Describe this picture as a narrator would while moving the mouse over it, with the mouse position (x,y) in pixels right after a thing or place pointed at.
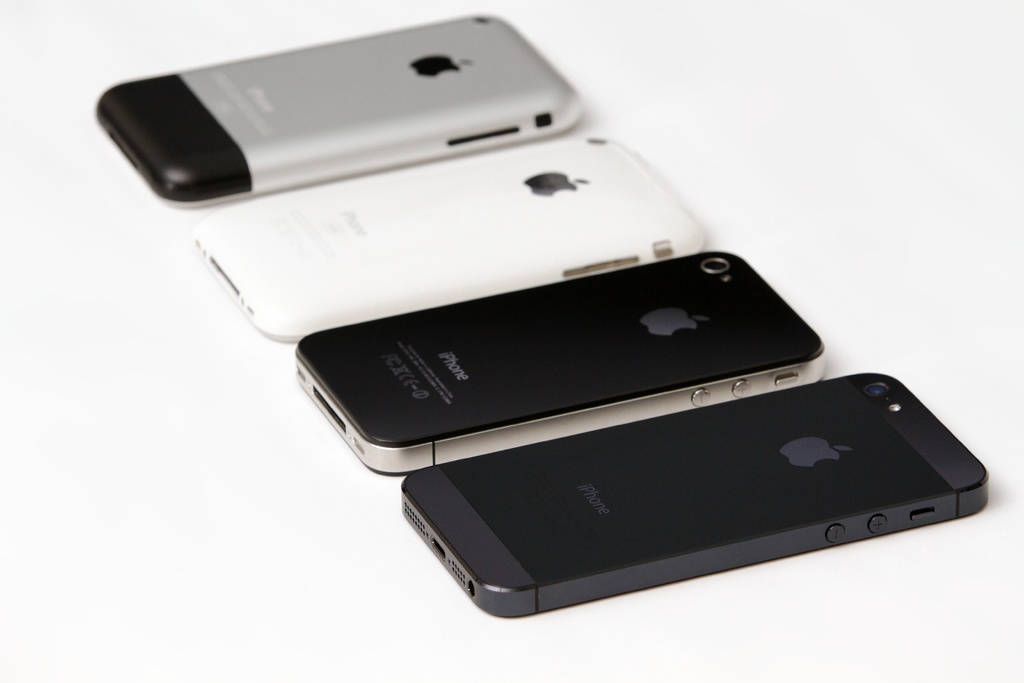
In the picture we can see four phones (920,461) which are placed on the white color surface (266,493), one is white in color, two are black in color and one is gray and some part black in color.
